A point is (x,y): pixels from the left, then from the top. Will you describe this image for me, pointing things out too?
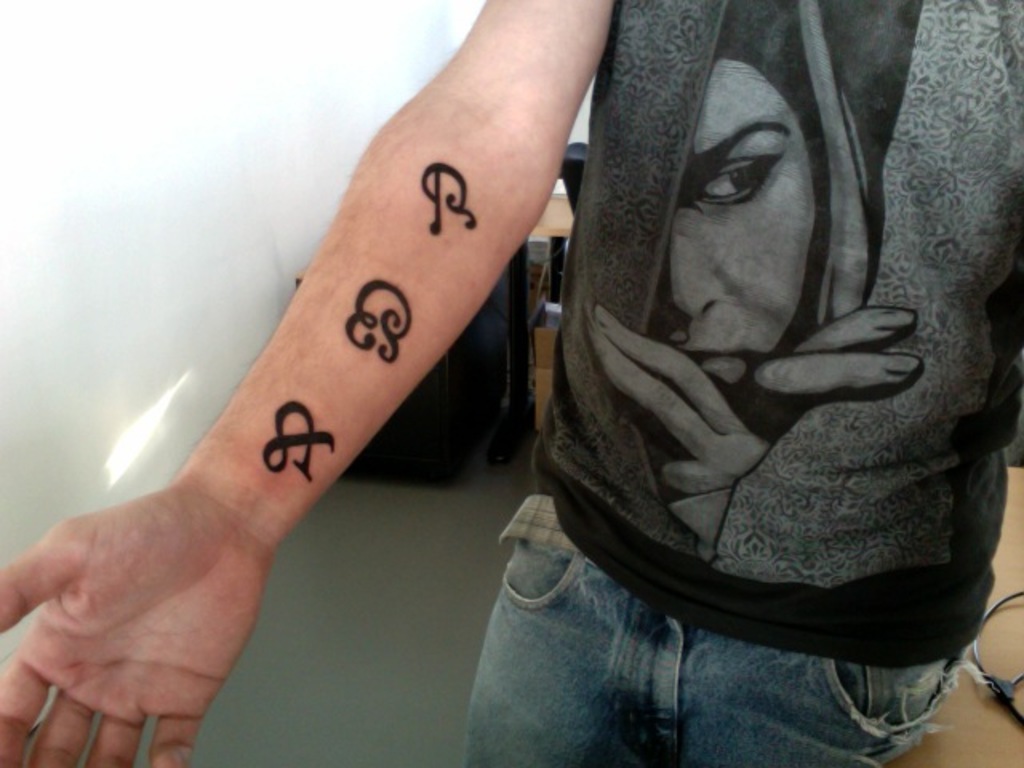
In this picture, there is a person (937,355) wearing a black t shirt (676,378) and blue jeans (583,648). On his hand (552,42), there are tattoos (277,447). In the background (516,351), there are tables (973,686).
